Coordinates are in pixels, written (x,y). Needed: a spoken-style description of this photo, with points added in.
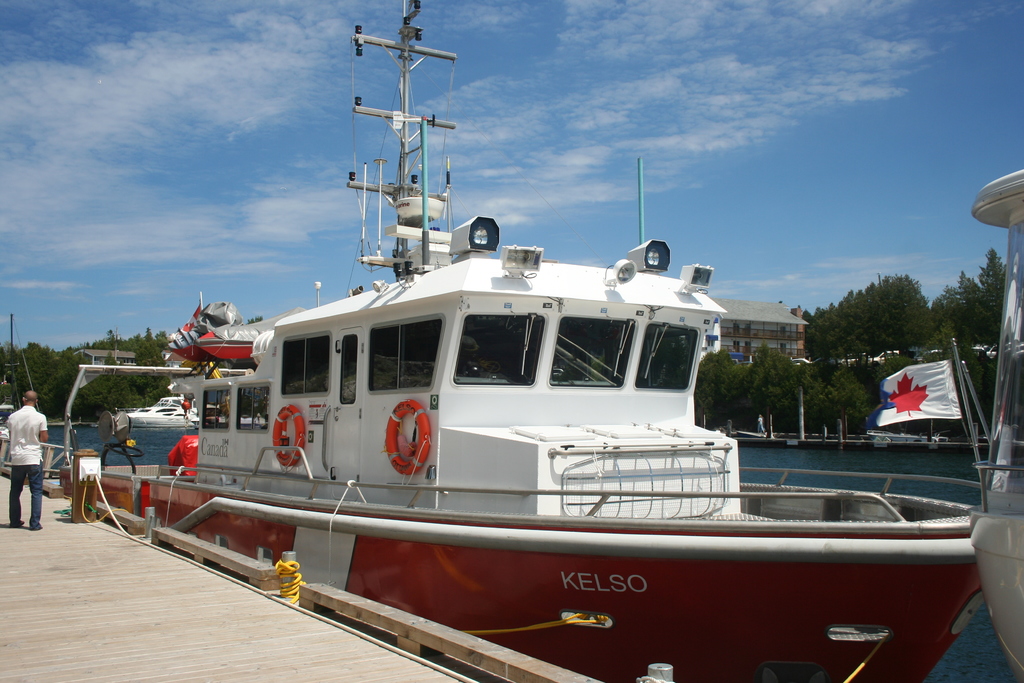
In the foreground of the picture (284,427) there are ships (733,572), dock (172,586), ropes (104,513), person (33,432) and other objects (916,377). In the background (786,353) there are trees (956,291), buildings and other objects (823,429). In the center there is a water body (898,470). Sky (320,143) is sunny.
